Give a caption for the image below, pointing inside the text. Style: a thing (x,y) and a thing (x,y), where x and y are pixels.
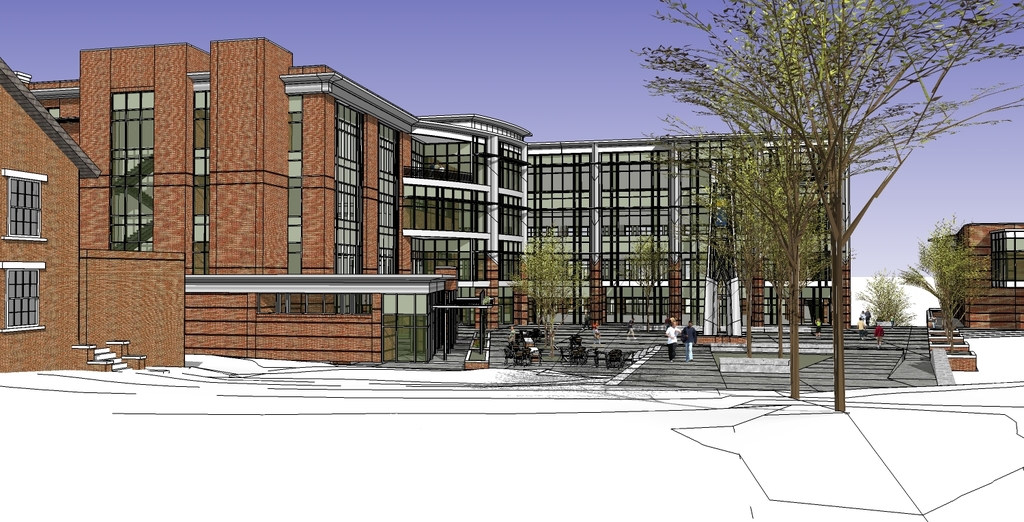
This is a painting. In this there are buildings (518,261) with windows (506,269). Also there are trees (838,334) and two people (688,336) are walking. In the background (485,111) there is sky (475,80).
